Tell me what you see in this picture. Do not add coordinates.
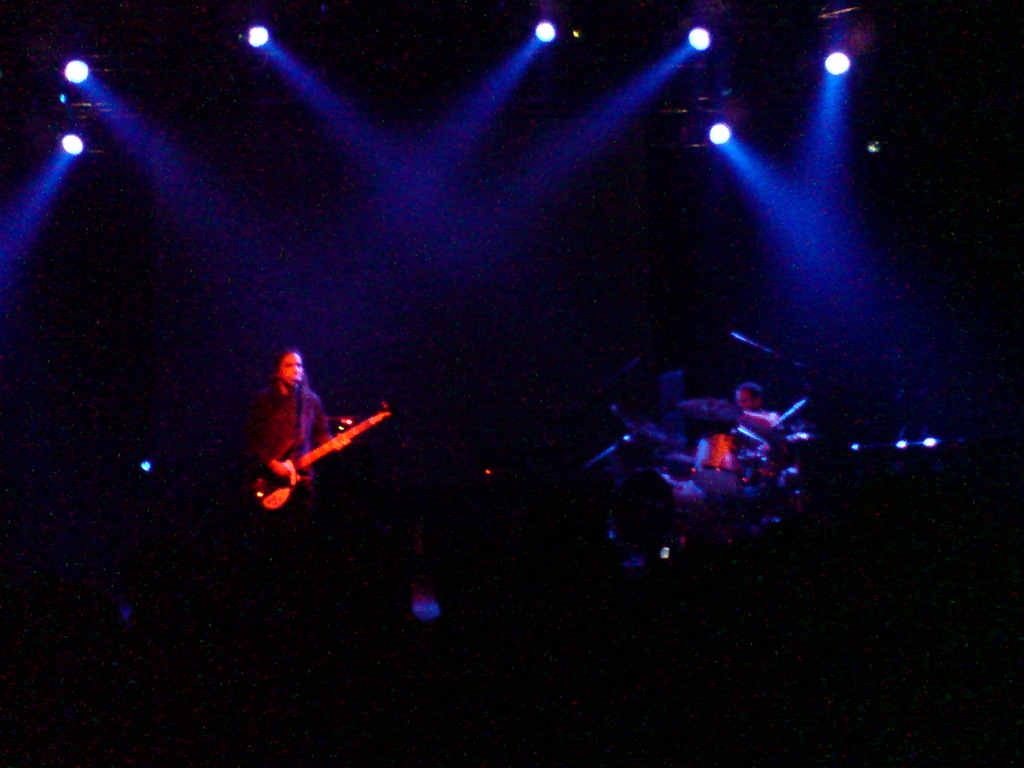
In this picture we can see persons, here we can see musical instruments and in the background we can see lights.
